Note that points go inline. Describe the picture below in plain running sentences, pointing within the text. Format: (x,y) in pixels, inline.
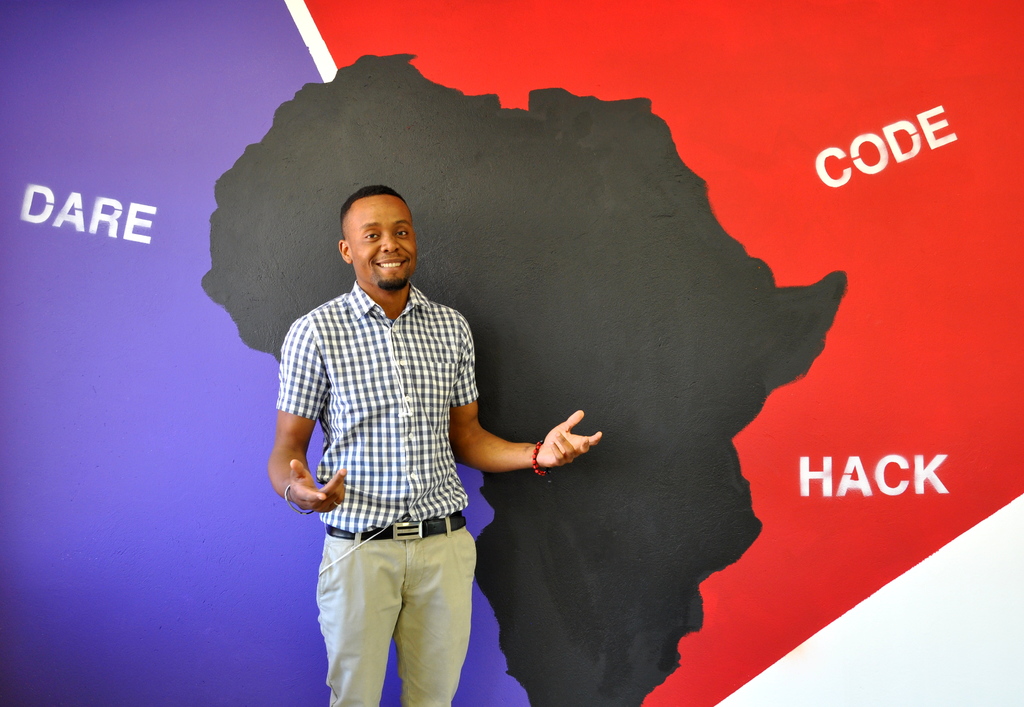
In this image there is one person (406,500) standing in middle of this image (384,449) and there is a wall (656,231) in the background (615,172). There is a map (660,243) drawn on the wall (548,146) and there is some text (895,157) written on the right side of this image (854,318) and left side of this image (118,227) as well.
